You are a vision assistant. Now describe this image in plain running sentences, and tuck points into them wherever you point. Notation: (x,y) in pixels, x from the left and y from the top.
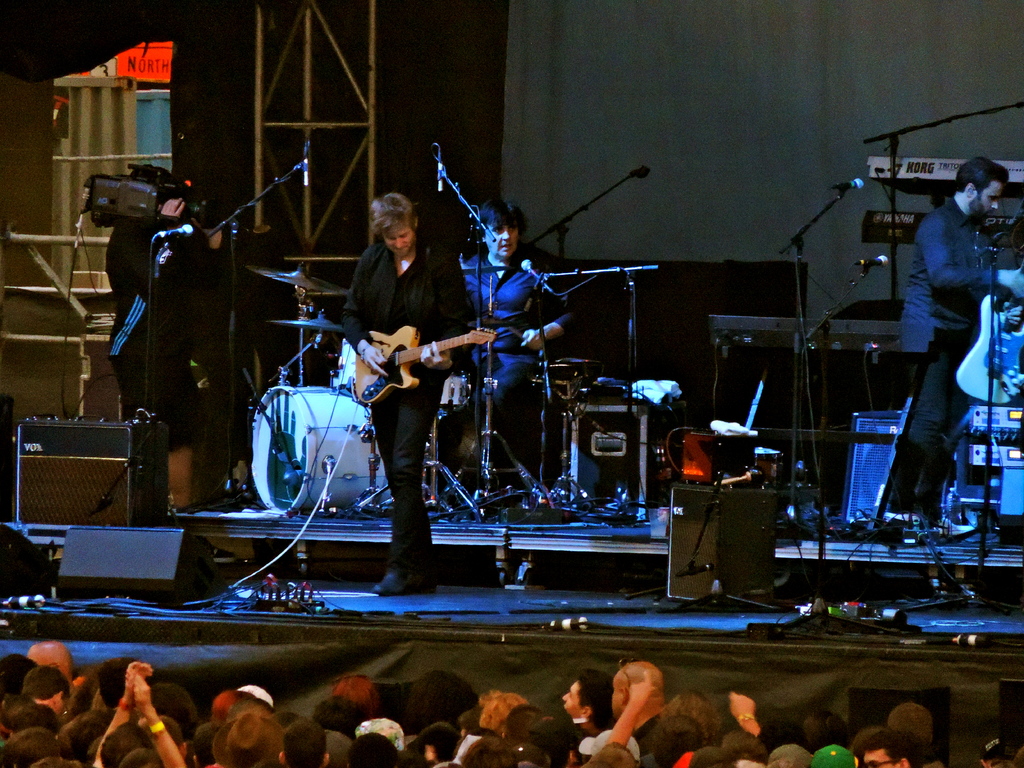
This image looks like it is clicked in a concert. There are three persons (508,283) wearing black dress (926,304) are playing music. At the bottom (462,706), there is a crowd (571,767). In the front (115,571), there are musical instruments (297,395) and speakers (179,549). To the left (133,324), the man (133,312) is holding a camera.
